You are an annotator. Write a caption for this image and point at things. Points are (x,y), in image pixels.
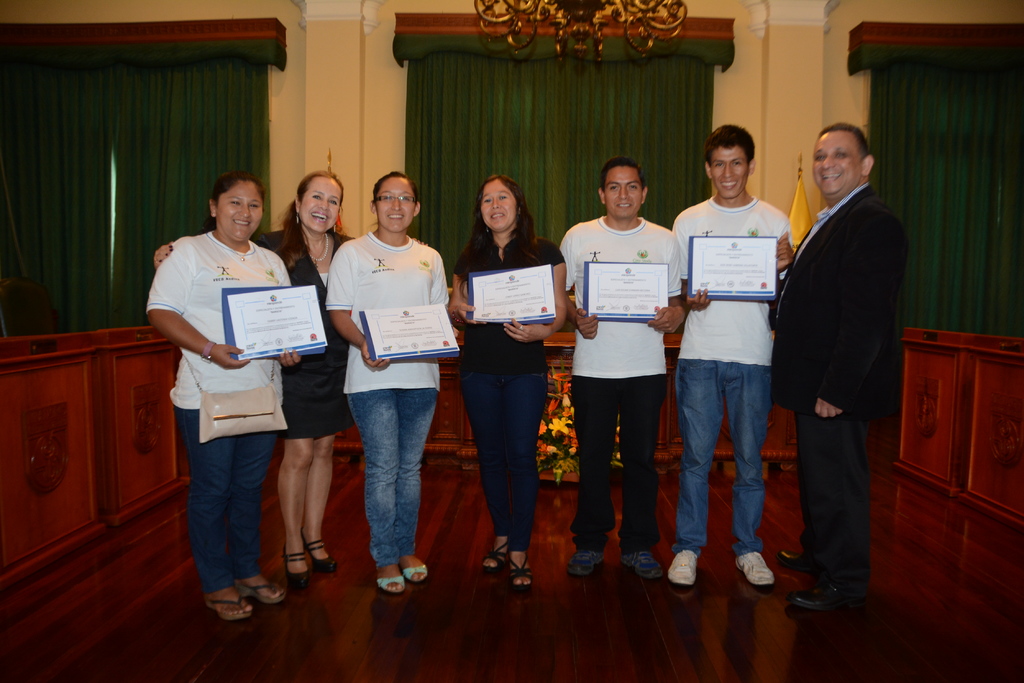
In this picture we can see group of people (720,305) in the middle of the image (375,257), they are all standing and few people (786,265) holding awards (611,317), in the background (150,155) we can see few curtains (419,151), chandelier light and a bouquet (575,438).
